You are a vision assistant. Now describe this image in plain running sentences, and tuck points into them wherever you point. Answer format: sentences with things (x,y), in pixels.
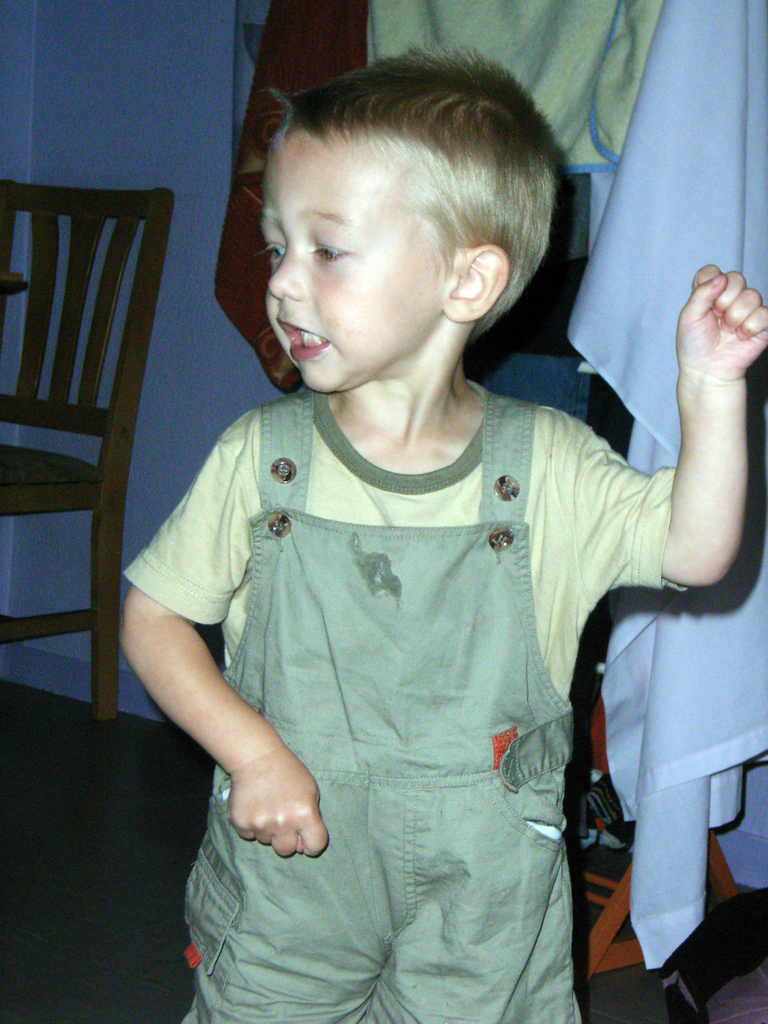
In this image I can see a boy (328,833) is standing. In the background (129,231) I can see clothes (727,115) and a chair (165,215).
